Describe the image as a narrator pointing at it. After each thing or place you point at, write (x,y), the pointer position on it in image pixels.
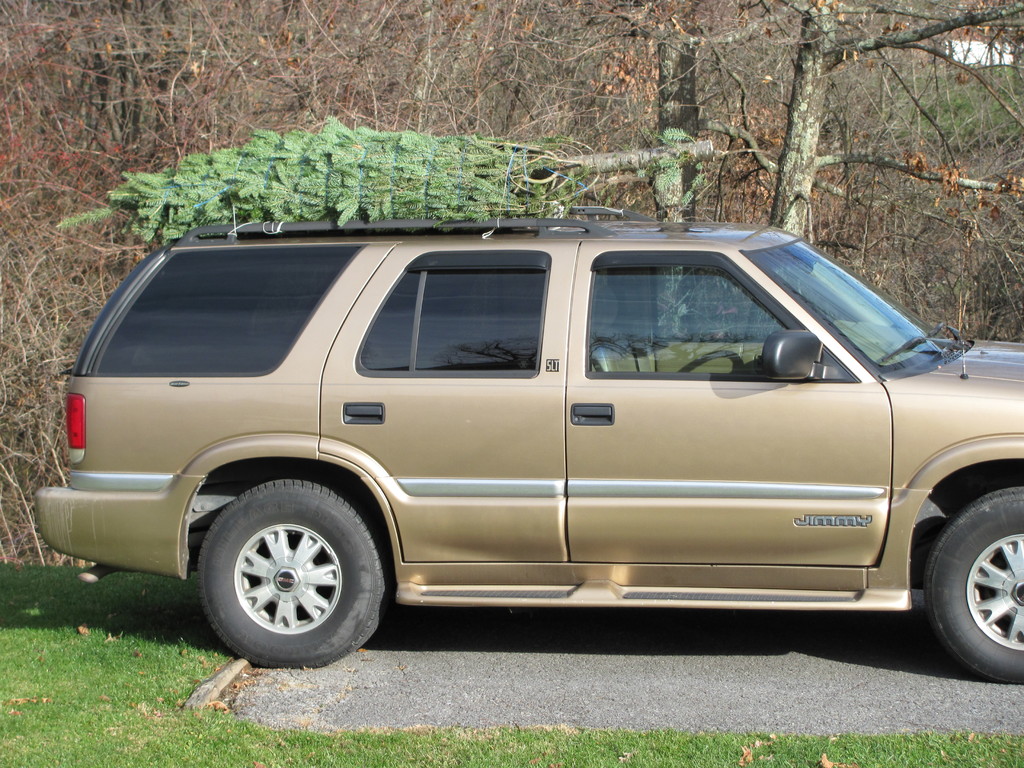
In this image in the center (600,454) there is one car (639,460) and in the background (634,75) there are some trees (721,129), at the bottom (260,743) there is grass (99,654) and road (372,647).
